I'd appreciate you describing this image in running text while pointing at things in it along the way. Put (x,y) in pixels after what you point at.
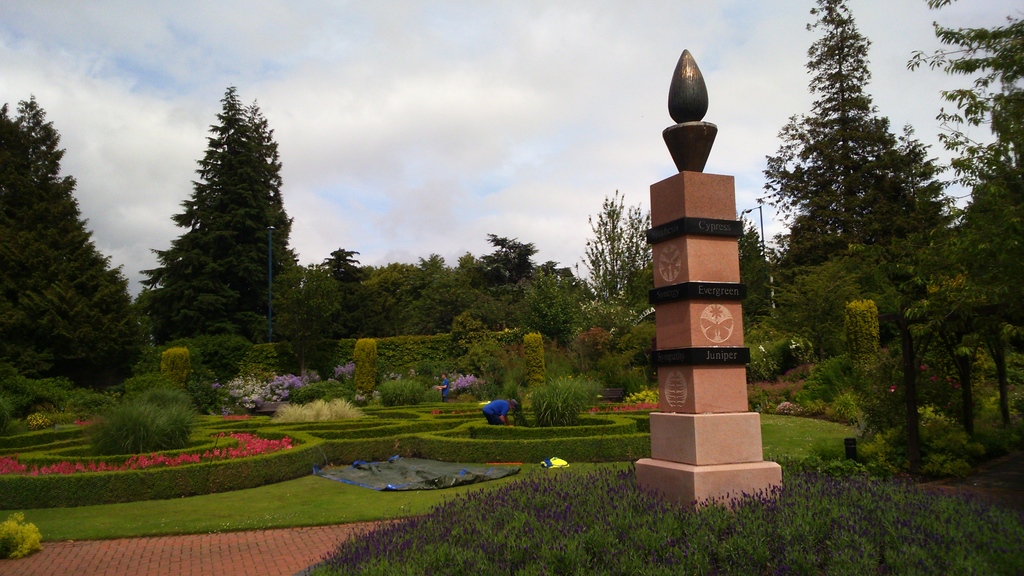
In this picture I can see green grass (279,494). I can see the walkway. I can see people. I can see flower plants (260,443). I can see trees (315,317). I can see memorial (730,358) on the right side (710,391). I can see clouds (393,101) in the sky (380,104).
